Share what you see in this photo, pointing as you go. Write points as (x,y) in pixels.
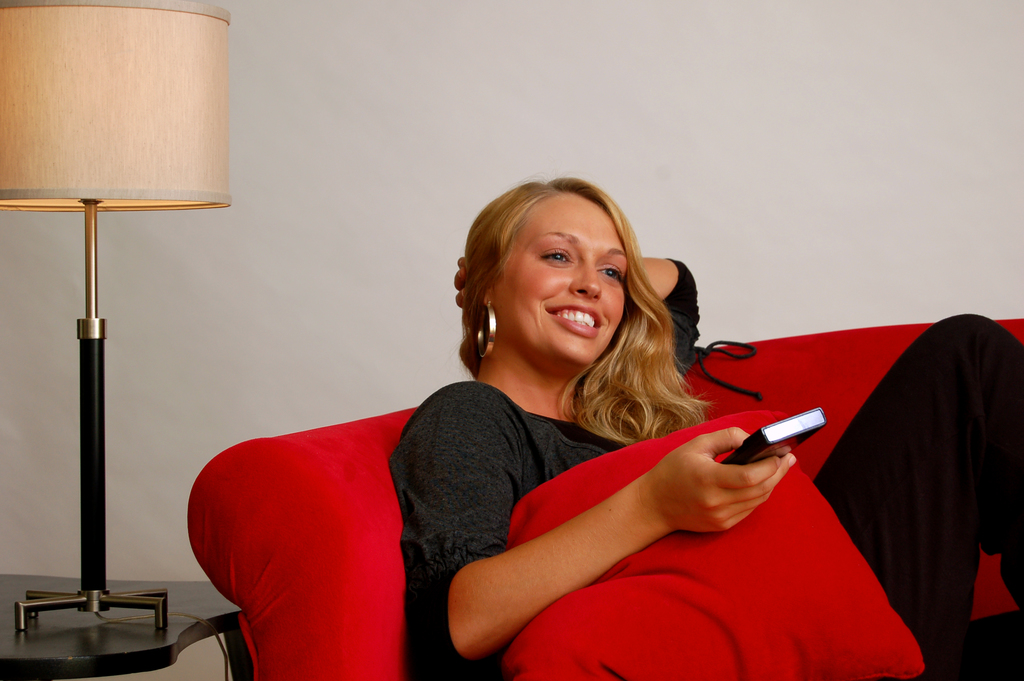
In this picture there is a woman (596,505) sitting on the chair (791,379). She is holding a remote (774,449) and a red pillow (696,552) in her hand (776,463). There is a lamp (50,130) on the table (118,640) on the left side (20,616).
